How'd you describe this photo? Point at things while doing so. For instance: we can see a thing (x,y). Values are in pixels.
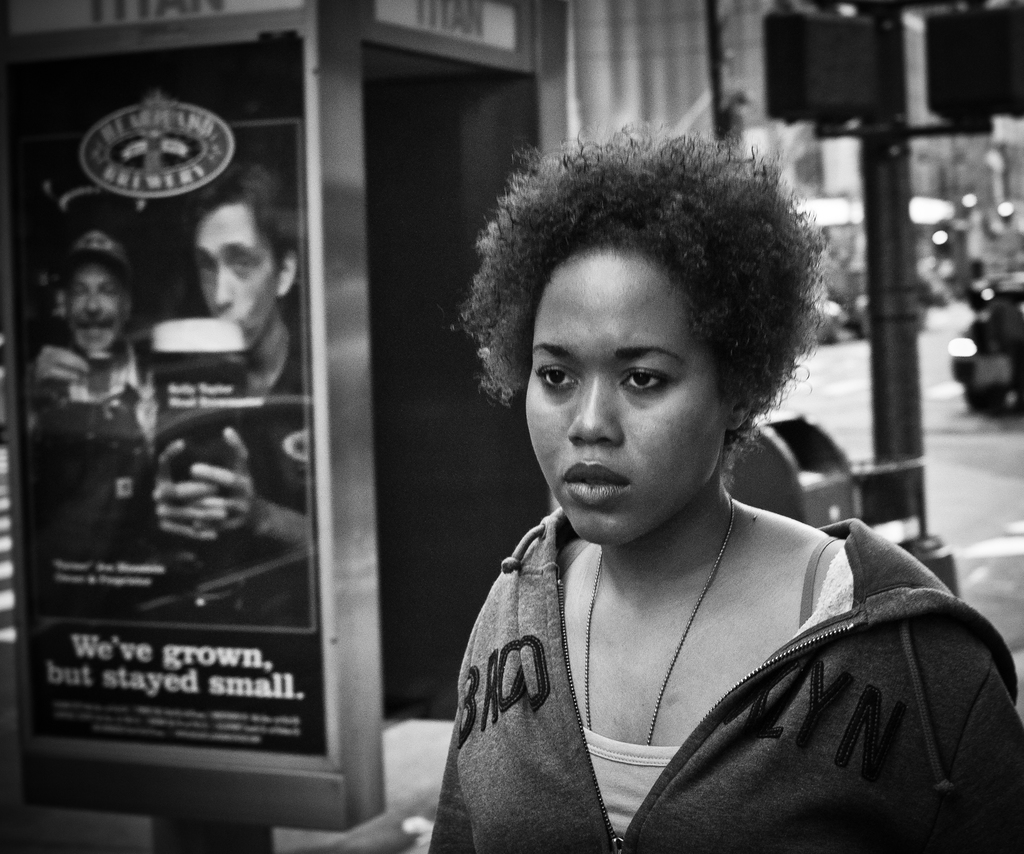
This is a black and white picture. The woman (663,638) at the bottom of the picture (659,678) wearing jacket (962,643) is standing. Beside her, we see the poster (222,317) of the man (250,291) pasted on the board (155,566) and behind her, we see traffic signal (882,316) and vehicles (955,354) moving on the road (931,382). There is a building (643,40) in the background (726,65).
